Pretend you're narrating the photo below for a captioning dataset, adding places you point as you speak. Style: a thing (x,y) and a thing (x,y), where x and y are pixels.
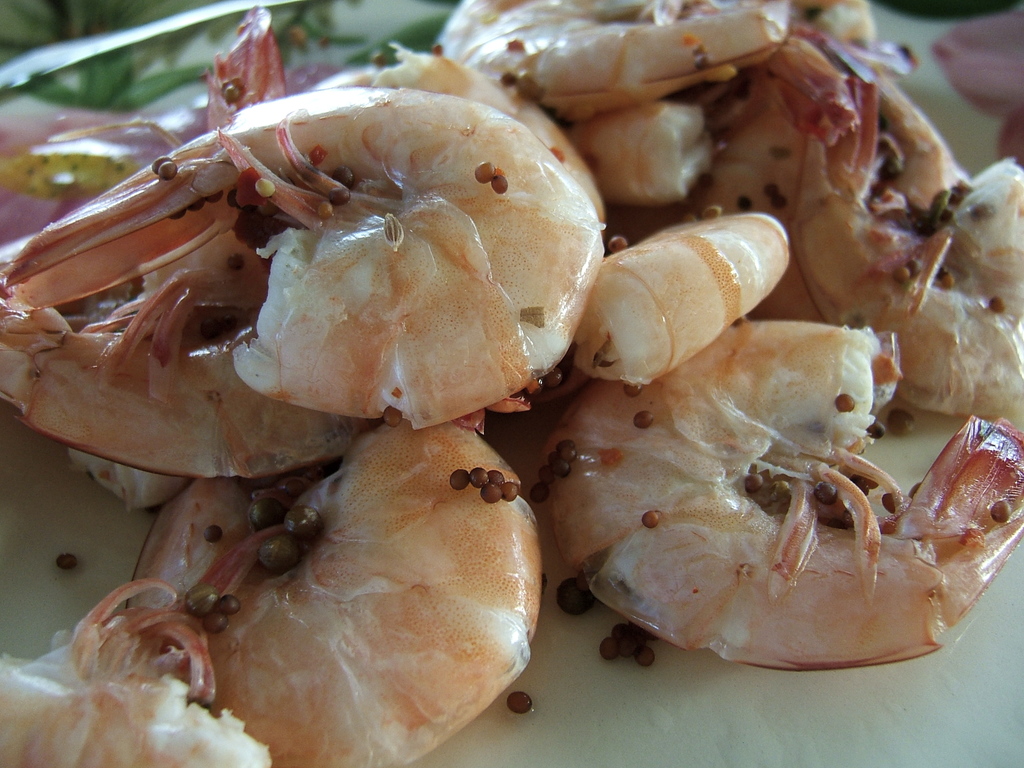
In the center of this picture (670,487) we can see the food items (509,648) seems to be the prawns (408,671) and some other food items (304,529). In the background (67,64) we can see some other objects (69,33).
